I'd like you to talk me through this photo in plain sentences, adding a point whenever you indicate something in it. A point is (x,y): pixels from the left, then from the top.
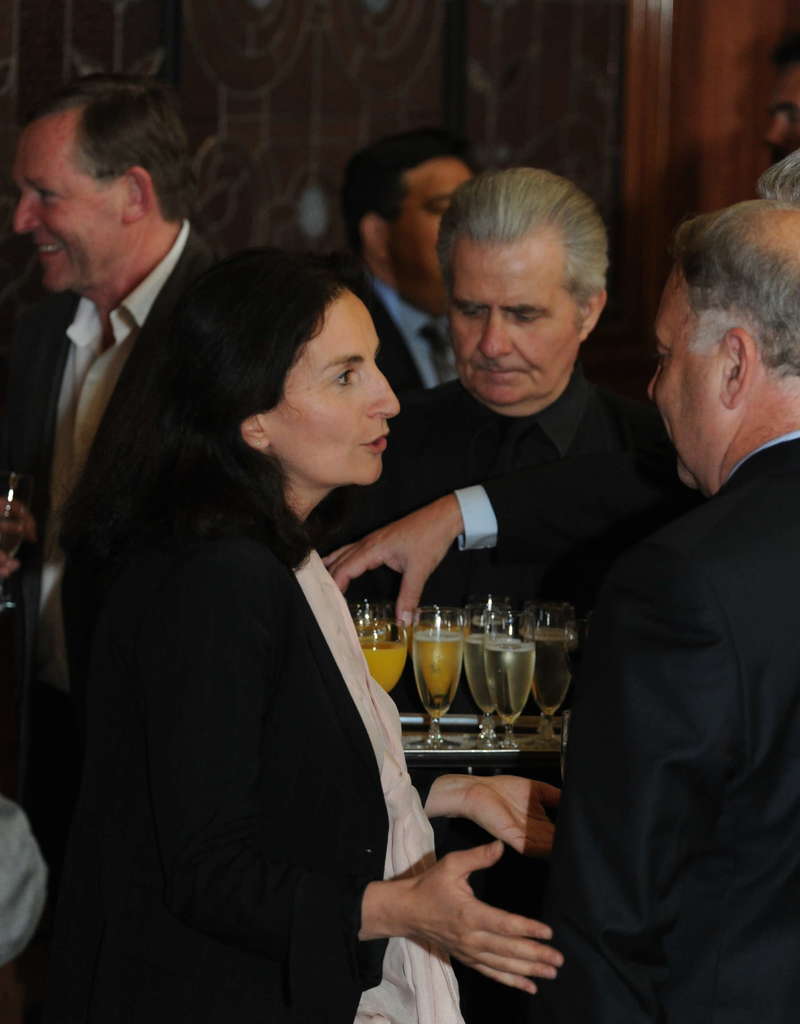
In this image we can see a group of people (544,447) standing on the ground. One woman (282,687) is wearing a black coat (264,763). One person (498,475) is holding a tray (498,756) with group of glasses (503,680) on it. In the background (513,81), we can see the wall (574,105).
